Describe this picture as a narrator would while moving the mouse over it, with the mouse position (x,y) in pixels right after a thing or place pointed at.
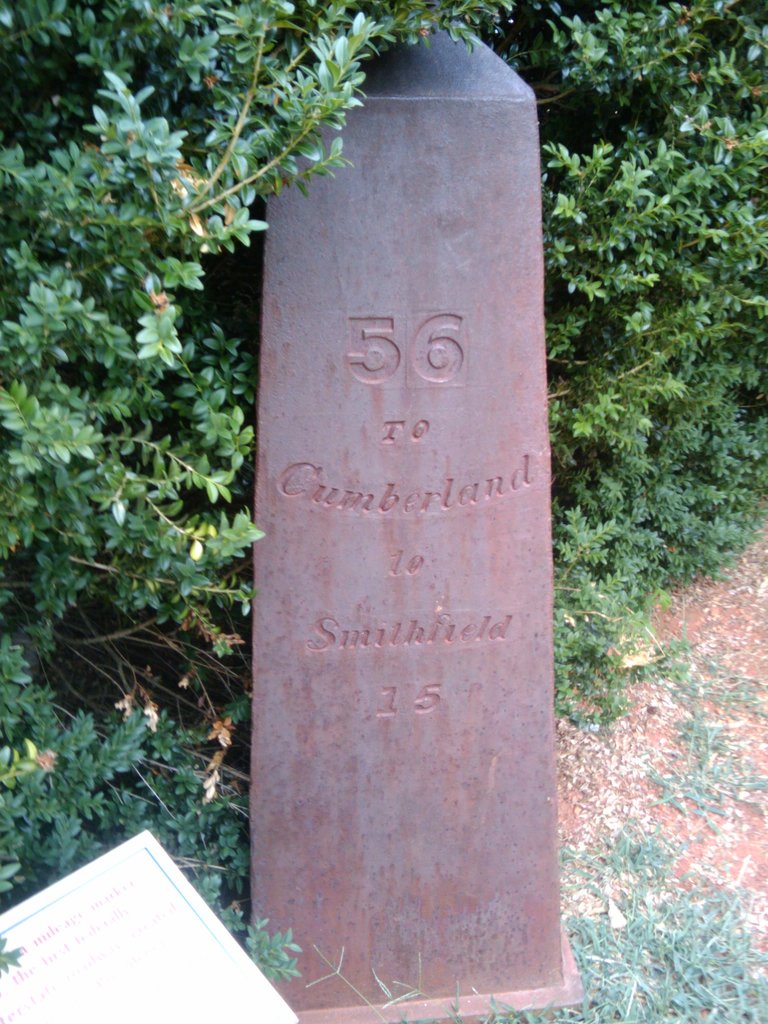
In this image, we can see some plants (134,356). There is a monument stone (430,533) in the middle of the image (462,523). There is a board (192,914) in the bottom left of the image (117,954).
